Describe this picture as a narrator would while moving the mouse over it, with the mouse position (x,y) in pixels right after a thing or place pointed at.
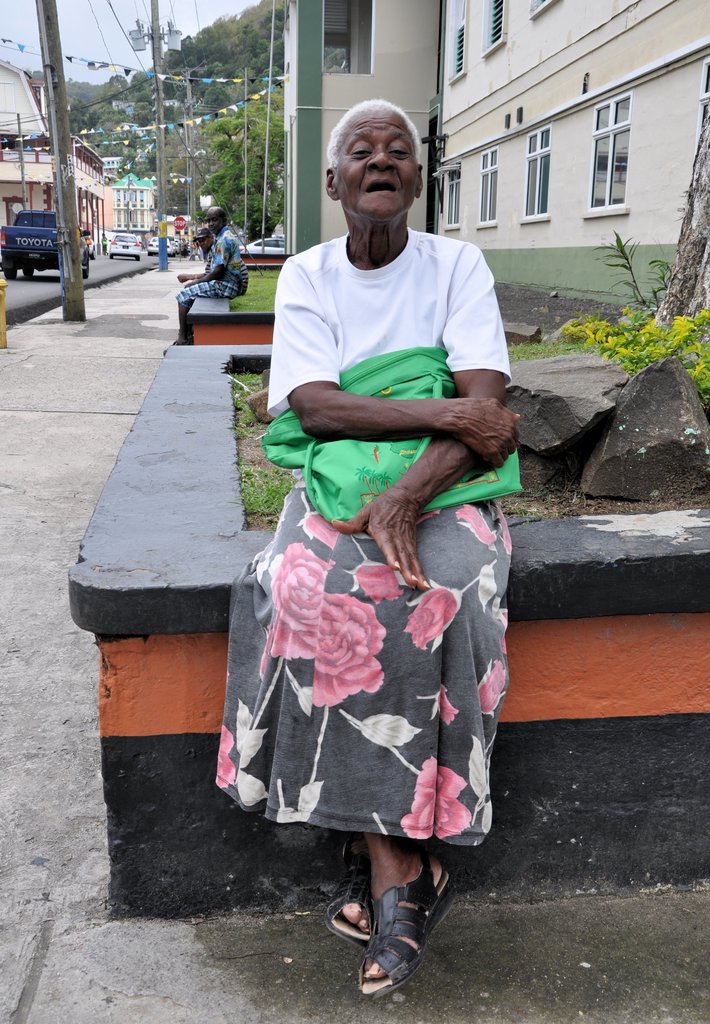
In this picture we can see some people (321,285) sitting, stones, vehicles (49,263) on the road (19,287), poles (73,254), decorative flags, trees (150,174), buildings (94,209) with windows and some objects (490,471) and in the background (92,17) we can see the sky (123,39).
